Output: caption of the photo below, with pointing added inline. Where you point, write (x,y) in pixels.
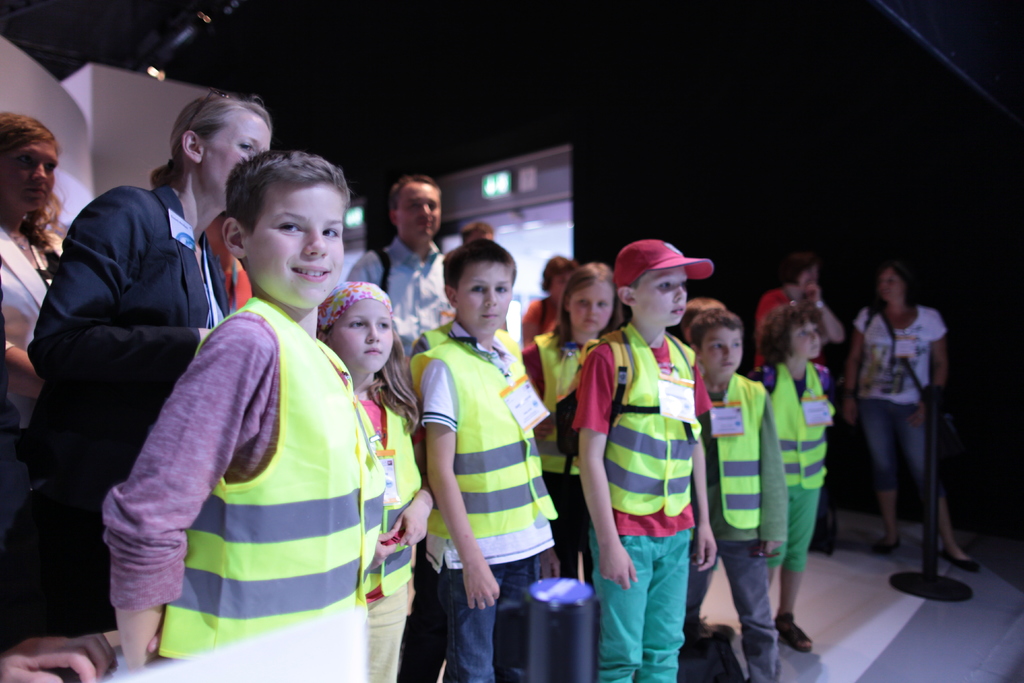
In this image we can see a group of children (593,284) standing on the floor (723,588). They are wearing the safety jackets (614,444) and here we can see the tags (736,403) on their necks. Here we can see a boy (266,470) on the left side (325,396) and he is smiling. Here we can see a pole (936,402) on the floor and it is on the right side (930,406). In the background (874,411), we can see a few people (866,370) standing on the floor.
